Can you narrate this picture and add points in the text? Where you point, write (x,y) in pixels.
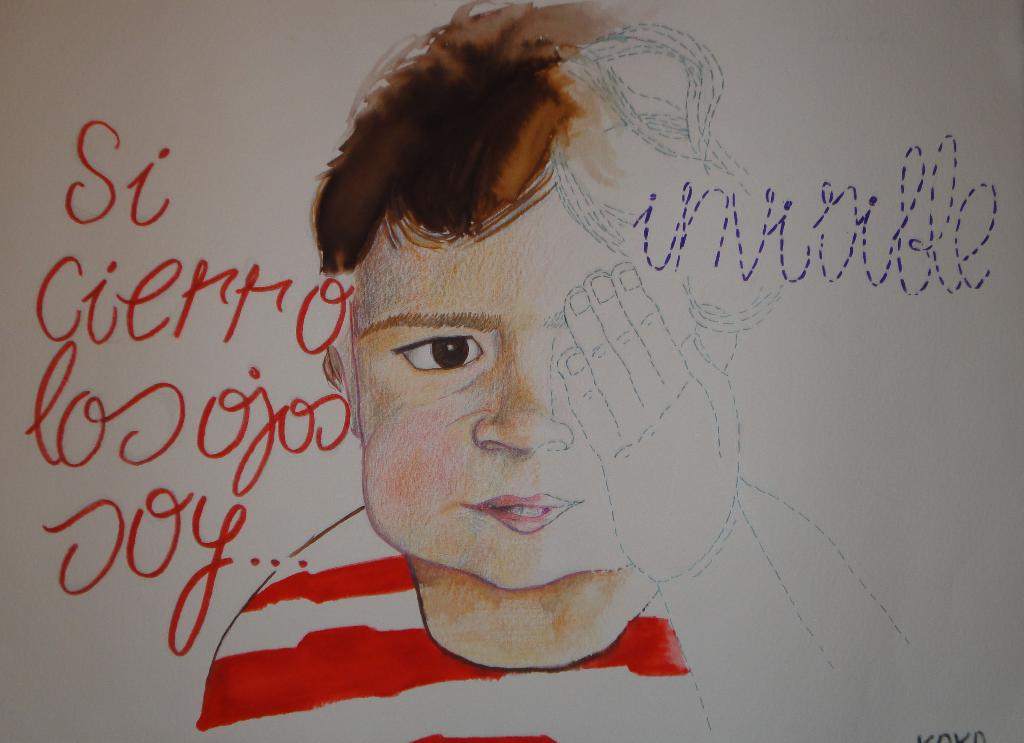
This picture is painting. In the center of the image (557,462) we can see painting of a person (556,376). On the left (289,339) and right side of the image (718,259) we can see some text (155,389).
